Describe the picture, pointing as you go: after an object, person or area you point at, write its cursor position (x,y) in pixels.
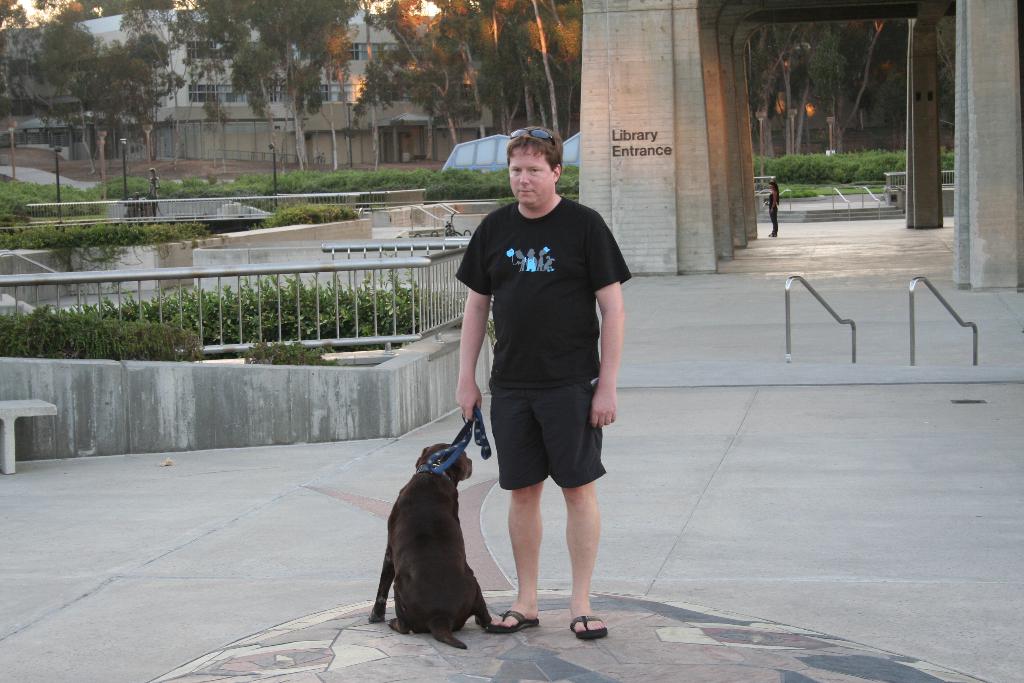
there is a person (573,394) standing with a dog (396,544) on the road (370,471) there are many plants (442,184), building (360,148) near to the person (511,409).
